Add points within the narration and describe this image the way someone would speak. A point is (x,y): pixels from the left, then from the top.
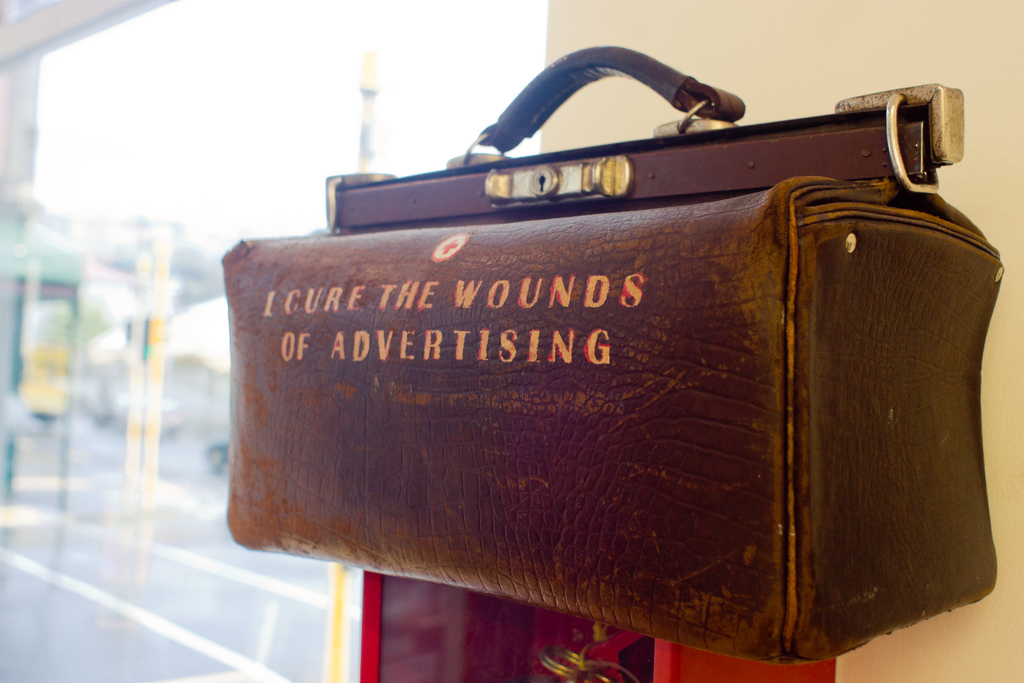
In the picture there is a handbag (872,436) and there is something written like i cure the "wounds of advertising" on this bag (688,332), behind the bag (673,70) there is a cream color wall (740,74), in the background (181,357) there is a glass (37,435) and sky (111,87) and few poles (161,253) outside.
